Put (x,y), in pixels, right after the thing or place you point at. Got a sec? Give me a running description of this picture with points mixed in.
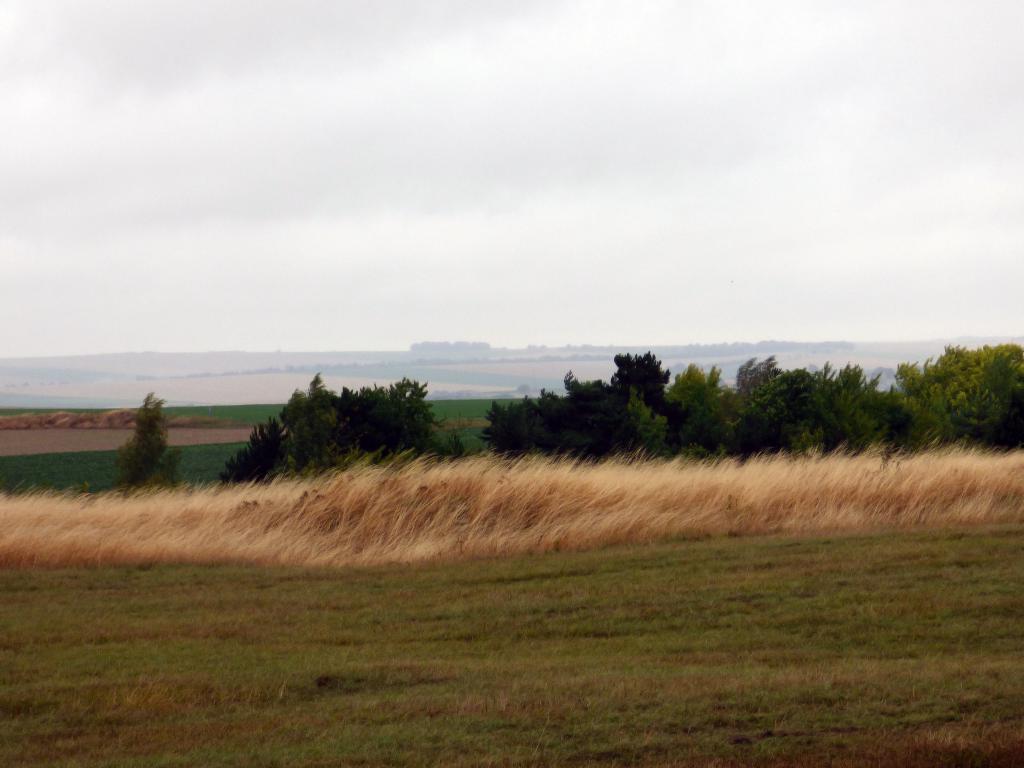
In the picture I can see the grass (507,591) and trees (715,435). In the background (299,220) I can see the sky (350,220).
